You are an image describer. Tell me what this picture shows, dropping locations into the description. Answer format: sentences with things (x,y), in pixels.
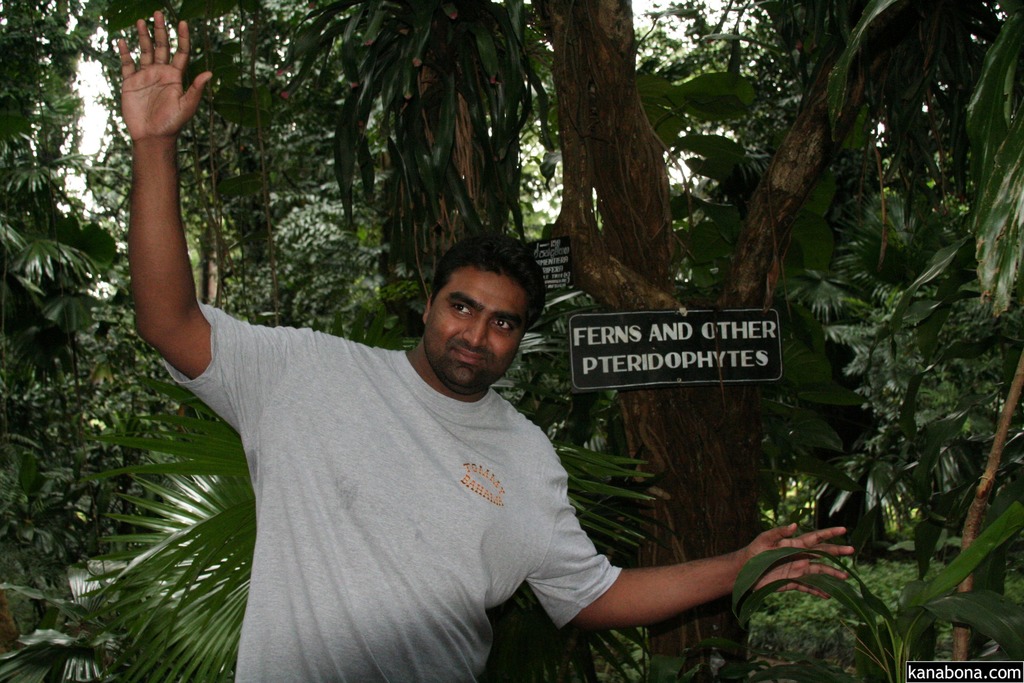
In this image we can see a man (366,539) standing on the ground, trees (88,369), information boards (687,332) and sky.
